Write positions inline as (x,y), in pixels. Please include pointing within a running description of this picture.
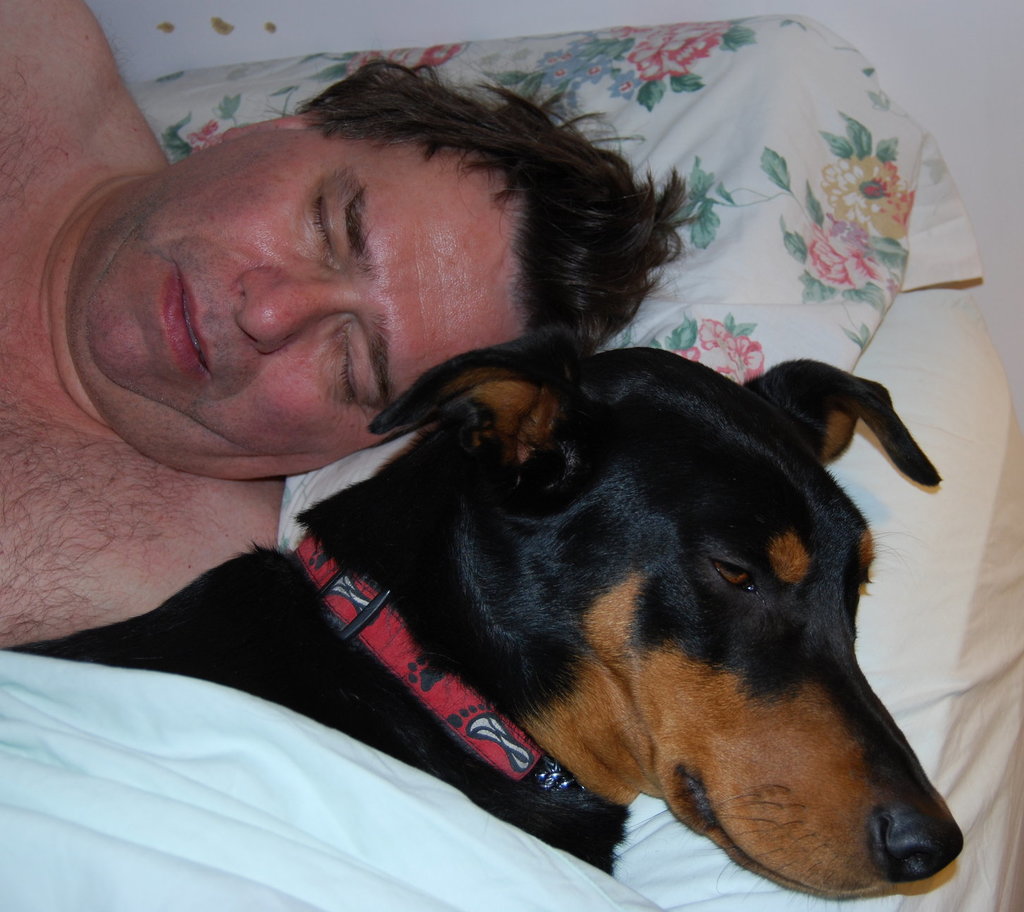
In this image I can see a person (99,484) laying on bed (564,86) and the person (87,368) is sleeping and beside the person (25,445) I can see a dog (646,471), on the dog (655,430) I can see a white color cloth (36,670).
